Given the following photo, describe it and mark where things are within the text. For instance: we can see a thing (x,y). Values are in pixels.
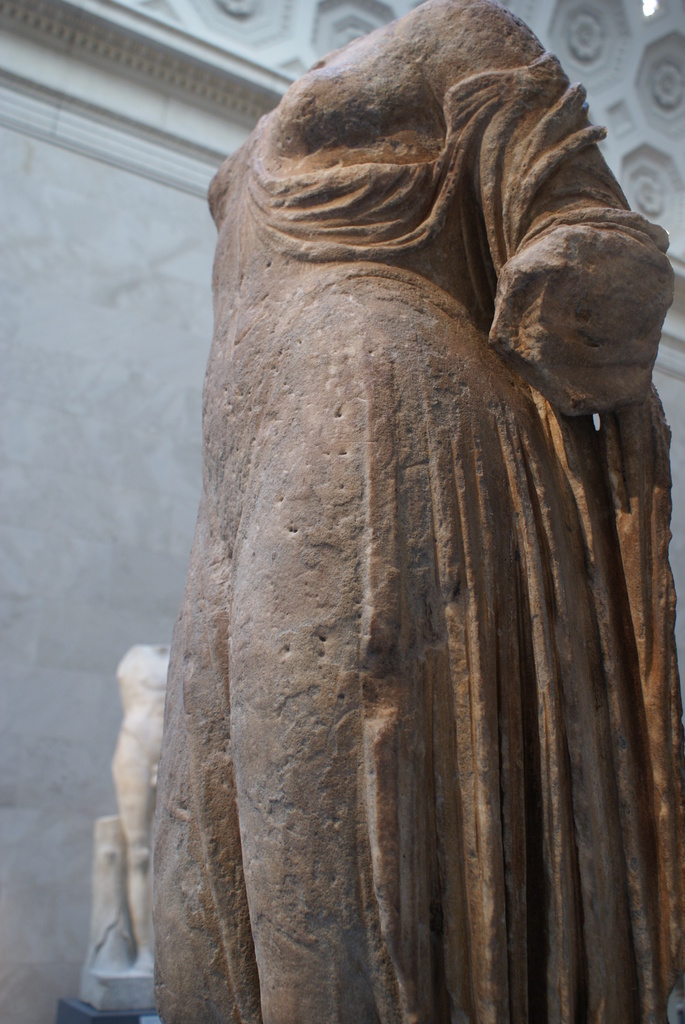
In the image we can see there are stone statues (329,463) and behind there are marble wall (180,470).
